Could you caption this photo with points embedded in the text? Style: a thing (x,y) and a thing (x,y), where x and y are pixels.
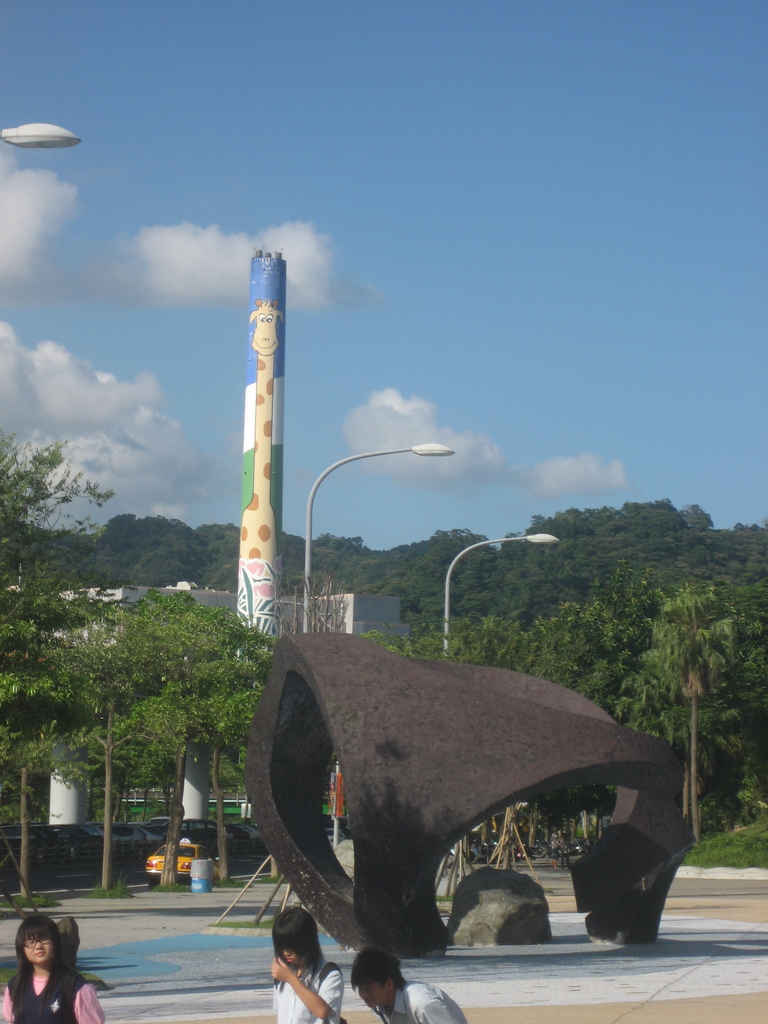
There are few people (44,951) standing in the left corner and there is a tower (256,583), building (196,597) and few trees (189,610) in the background (263,596) and there is a white color object (45,139) in the left top corner (37,139).
